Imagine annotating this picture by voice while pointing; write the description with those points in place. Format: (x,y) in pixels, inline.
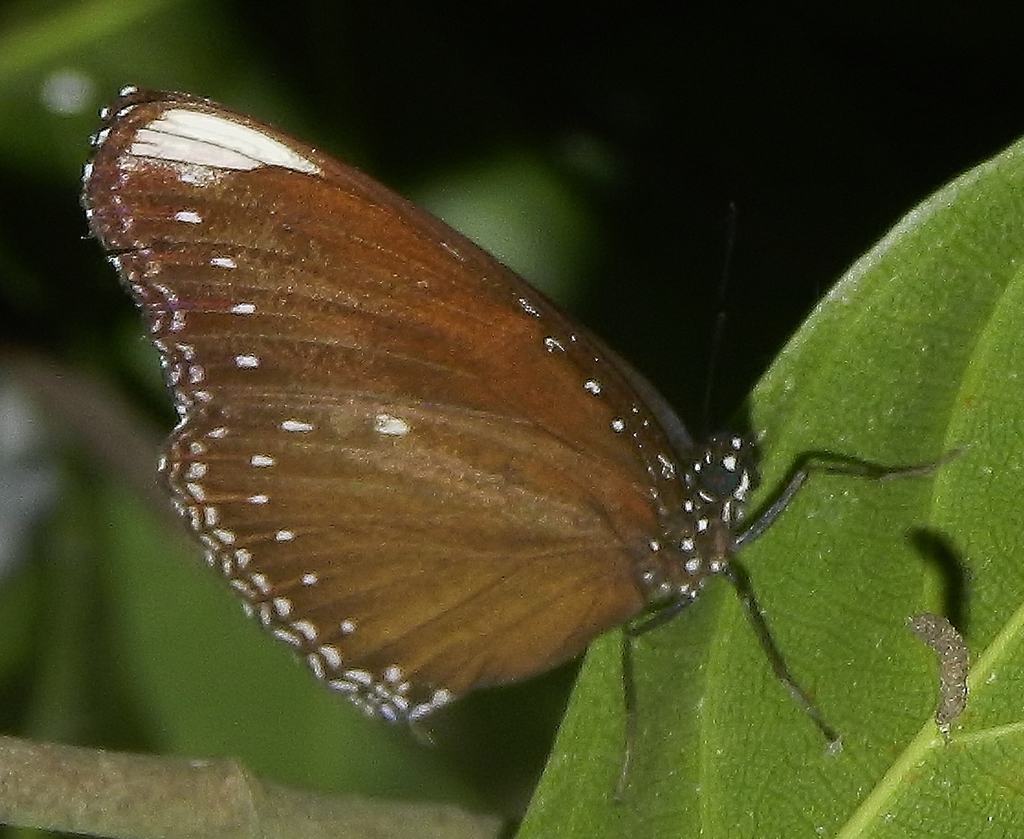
In the picture I can see a butterfly (354,482) and an insect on the leaf (787,603). The background of the image (67,570) is blurred.
